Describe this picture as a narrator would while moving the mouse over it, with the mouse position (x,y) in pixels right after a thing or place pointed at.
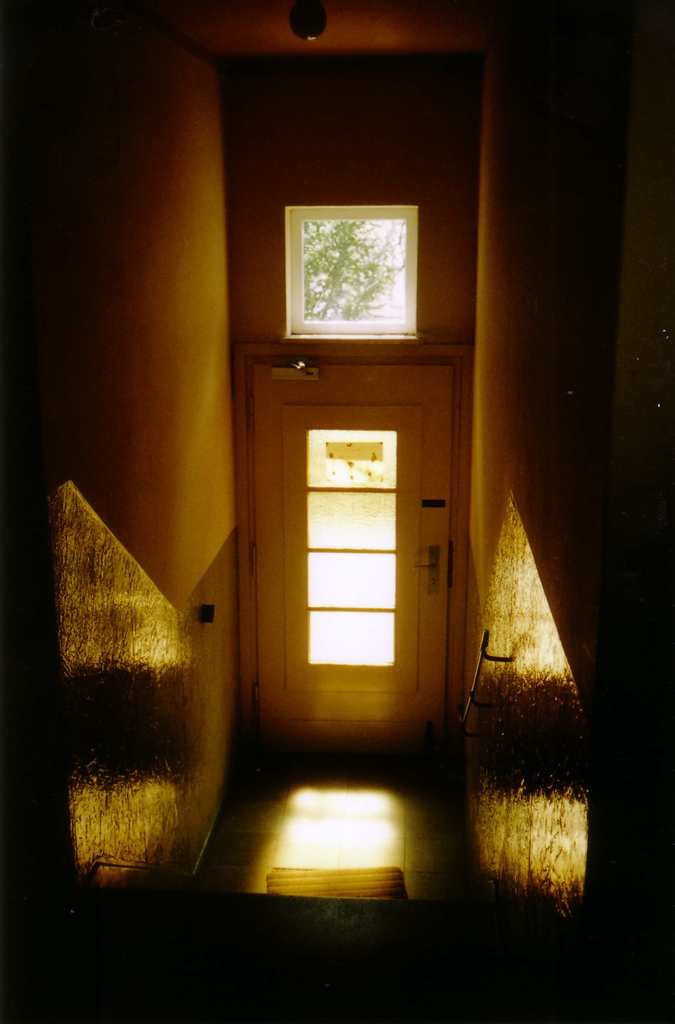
In this image we can see stairs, door (405,421), ventilator (368,322) through which we can see some trees (350,261).
